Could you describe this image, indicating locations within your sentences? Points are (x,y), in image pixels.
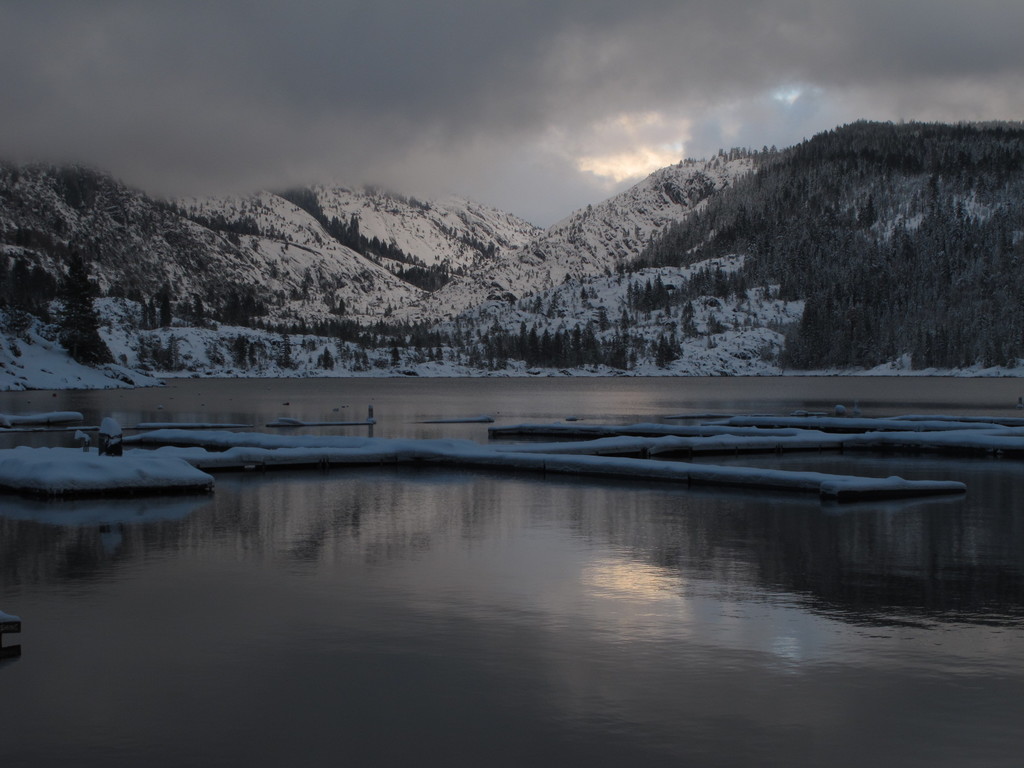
In the image there is a lake (307,382) in the front (348,526) with hills (174,311) behind and snow (799,307) covered all over it along with trees (947,237) and above its sky (423,95) with clouds (656,32).
